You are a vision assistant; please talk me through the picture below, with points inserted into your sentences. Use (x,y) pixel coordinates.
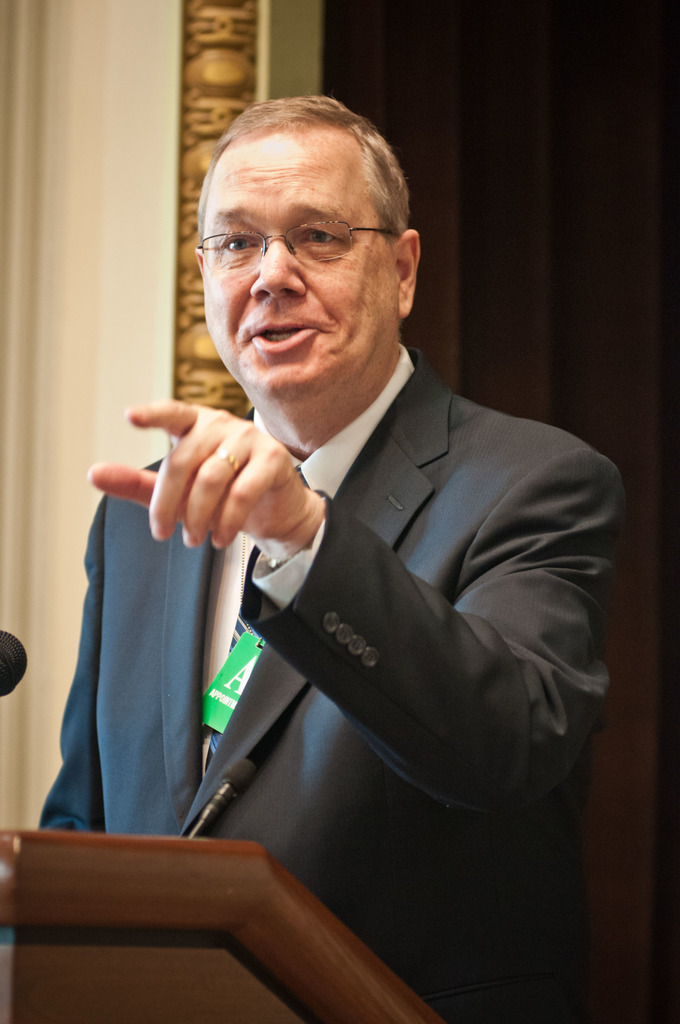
In this picture we can see the old man (414,623) wearing black suit (391,618), standing in the front (337,586) and showing his finger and talking. Behind there is a wall (164,94) and curtain (602,215).
